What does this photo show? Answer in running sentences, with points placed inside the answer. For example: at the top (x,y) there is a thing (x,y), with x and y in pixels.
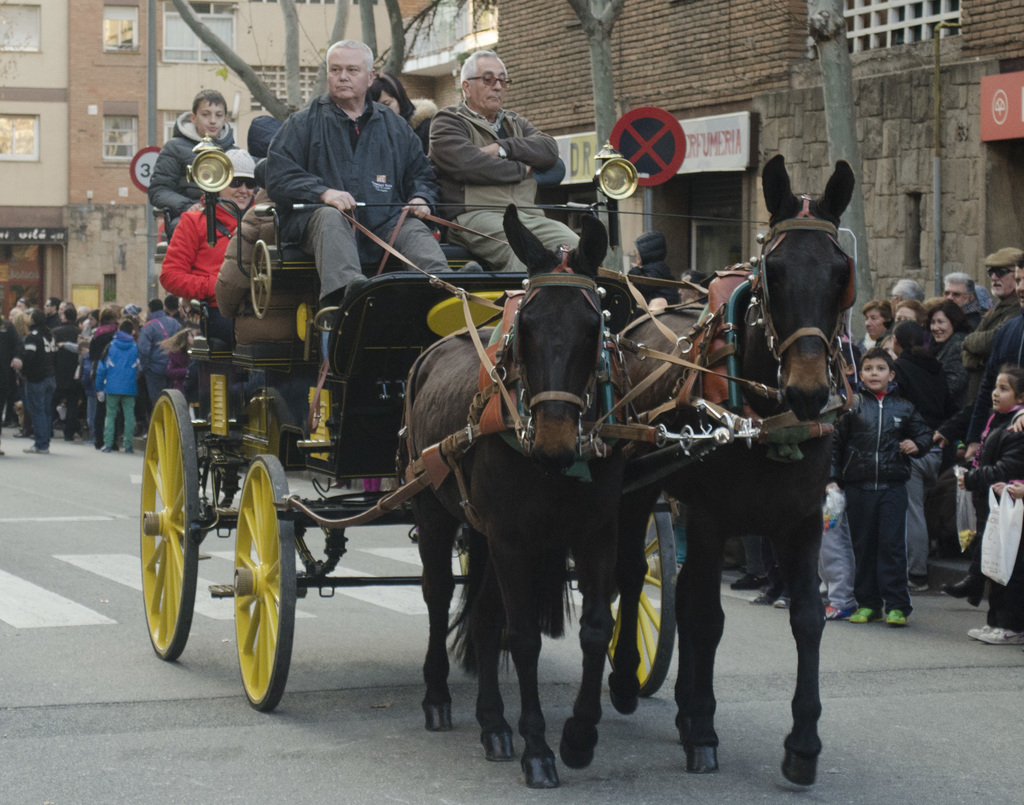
In this picture I can see few people (100,337) are standing, and I can see buildings (446,39) and a board (694,163) with some text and I can see a chariot (387,455) and few people (452,208) are sitting and I can see couple of horses (632,569) and I can see few trees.
